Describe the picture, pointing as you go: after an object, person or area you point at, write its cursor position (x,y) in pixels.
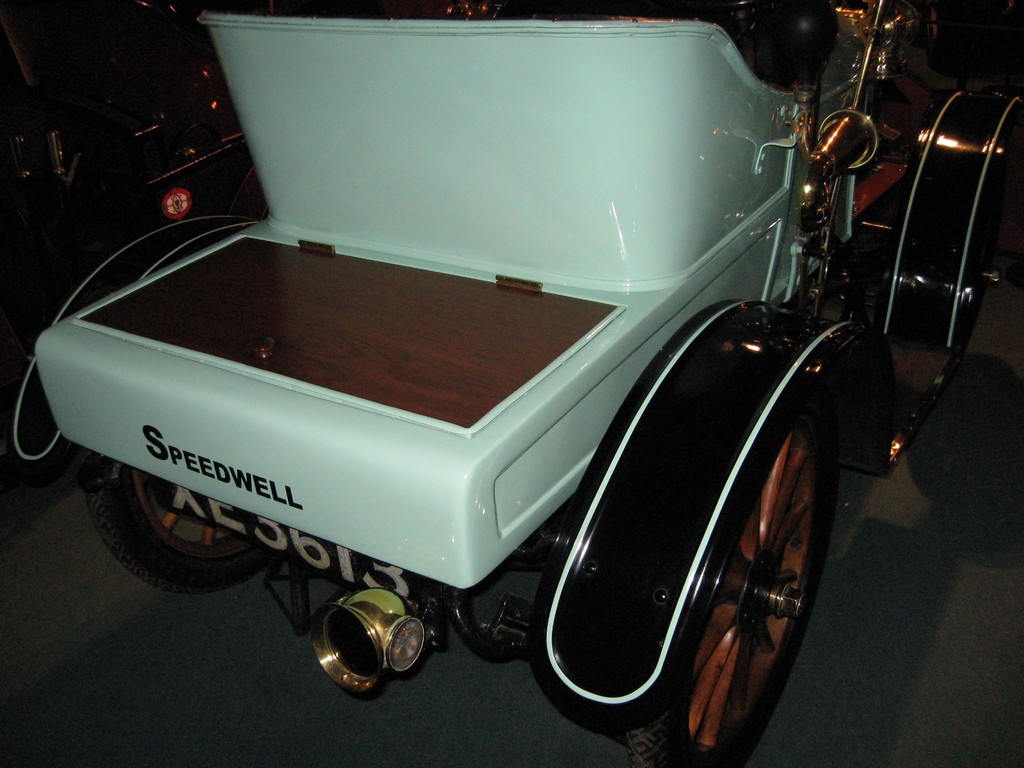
In this image we can see a car (551,364) which is placed on the surface (253,628).
